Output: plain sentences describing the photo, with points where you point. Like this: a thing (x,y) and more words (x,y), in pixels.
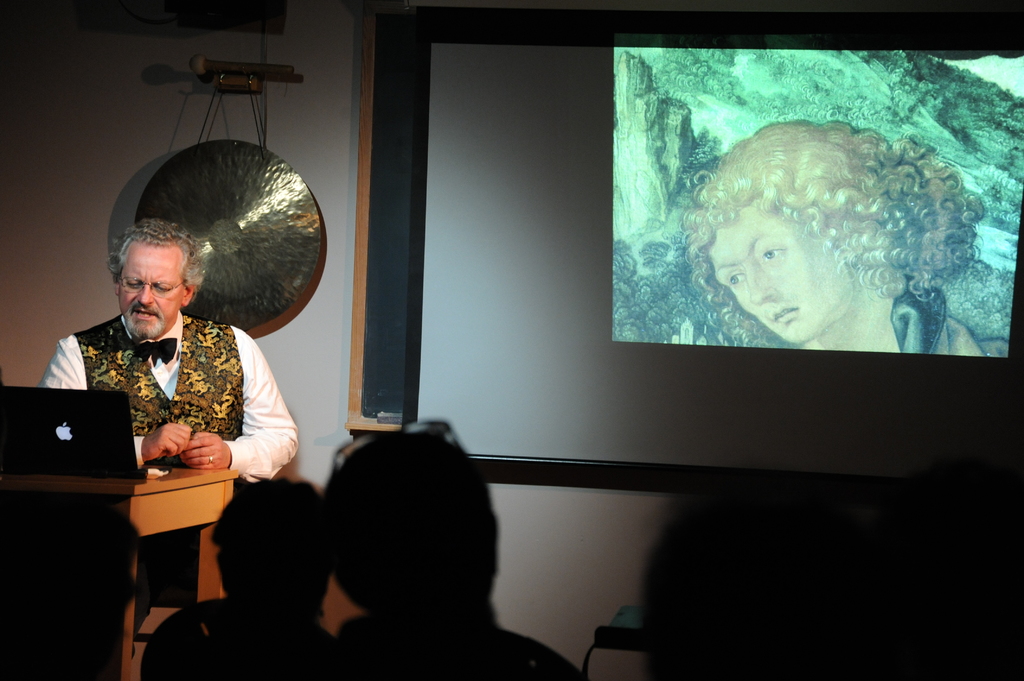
In this image there is a man (181,550) sitting in front of table (214,492) where we can see there is a laptop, behind him there is a big screen (1013,171) with painting (753,313) and some people (301,528) in front of them.
